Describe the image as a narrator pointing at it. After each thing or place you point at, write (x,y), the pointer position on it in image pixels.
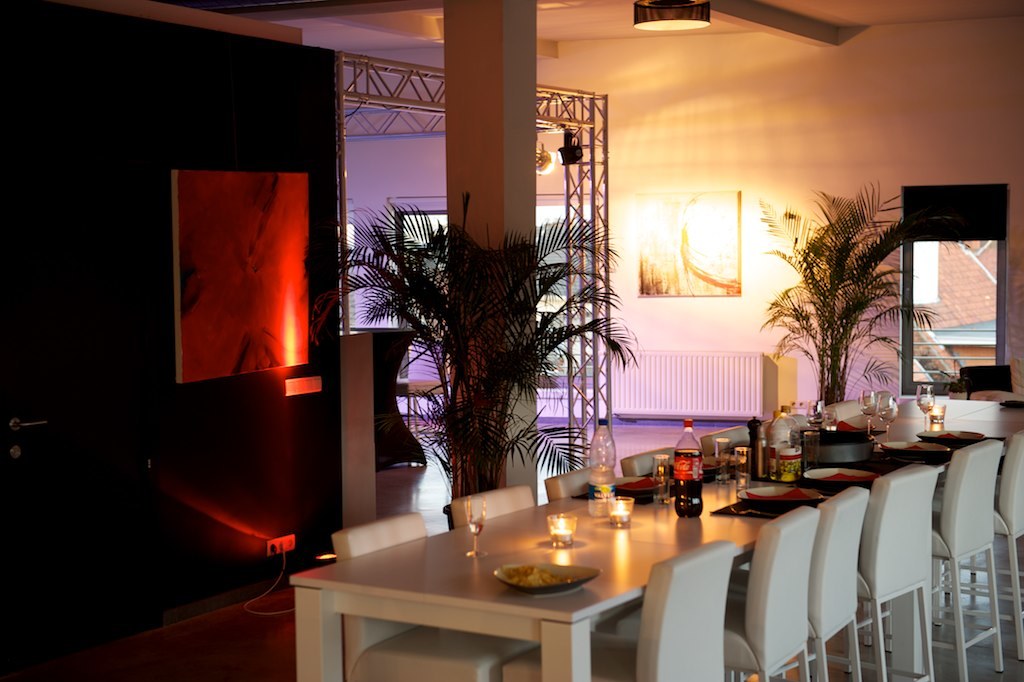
In the center of the image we can see a table (381,611). On the table (609,525) we can see the candle lights (618,512), glasses (480,522), bottles (785,449), plates (938,443), clothes (796,490), a bowl (579,569) which contains food (531,579) and some objects (838,442). Beside a table (912,420) we can see the chairs (853,405). In the background of the image (423,348) we can see the wall (861,127), plants (517,288), rods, pillar (493,114), board (270,268), lights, socket (290,550), wire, windows (1000,259). At the top of the image (589,30) we can see the roof (627,29) and light (647,28). At the bottom of the image (987,667) we can see the floor (971,661). On the left side of the image (113,353) we can see a door (90,371), handle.
